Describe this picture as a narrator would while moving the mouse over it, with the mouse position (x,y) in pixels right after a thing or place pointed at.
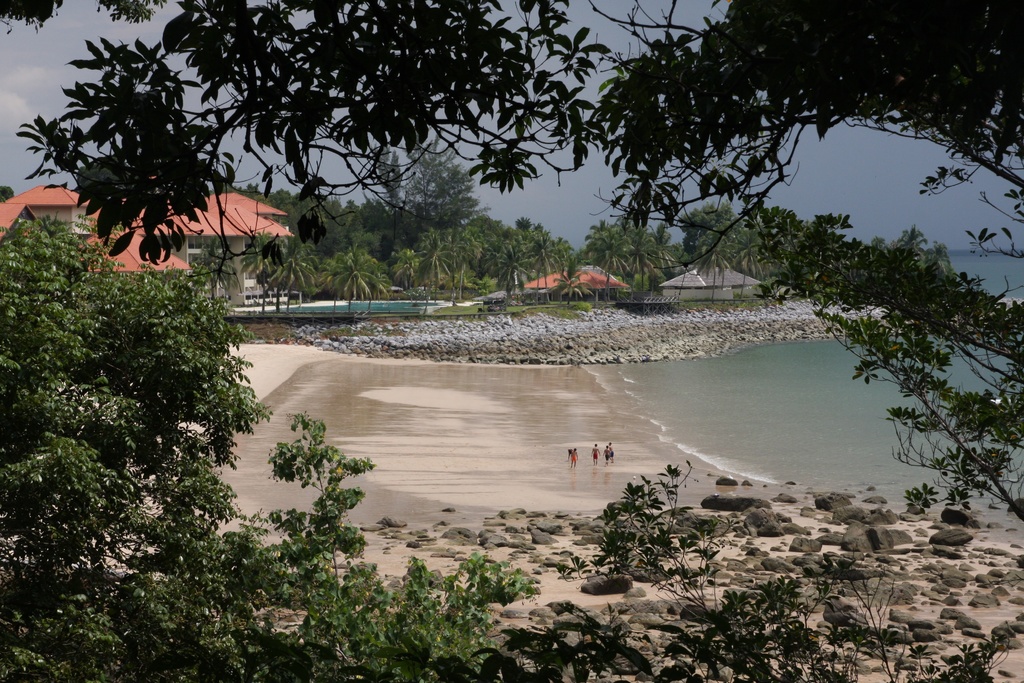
In this image we can see a few people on the sand (483,383), there are some plants (629,564), trees (292,126), houses (242,214) and stones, in the background (290,189) we can see the sky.
